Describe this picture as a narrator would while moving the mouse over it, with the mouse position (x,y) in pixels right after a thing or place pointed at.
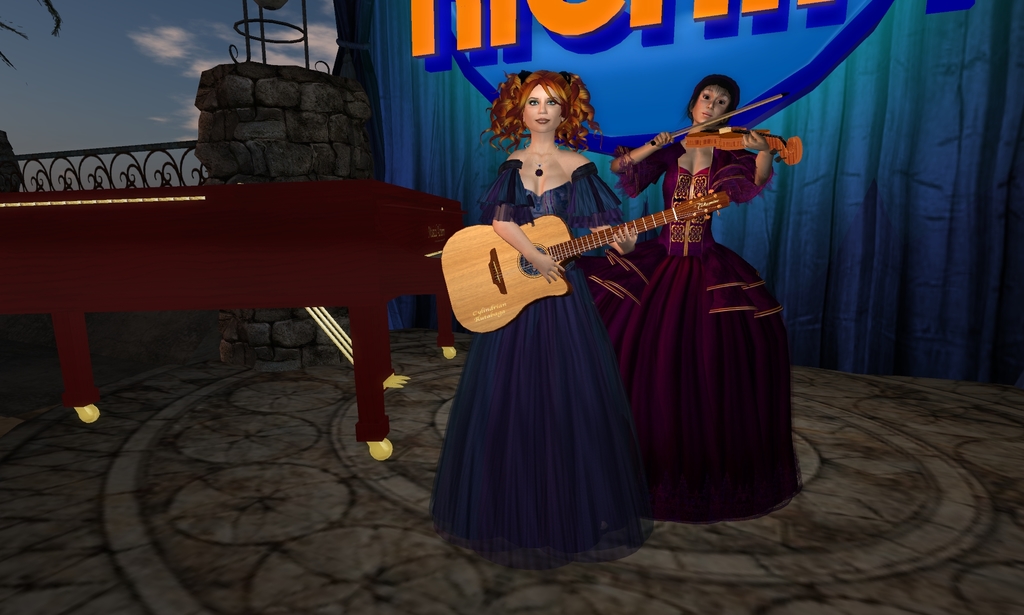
In this image I can see the digital art of two women (561,338) standing and holding musical instruments (702,198) in their hands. I can see a piano (282,258) which is maroon in color and in the background (854,113) I can see the blue colored curtain (853,153) and the sky (85,83).
